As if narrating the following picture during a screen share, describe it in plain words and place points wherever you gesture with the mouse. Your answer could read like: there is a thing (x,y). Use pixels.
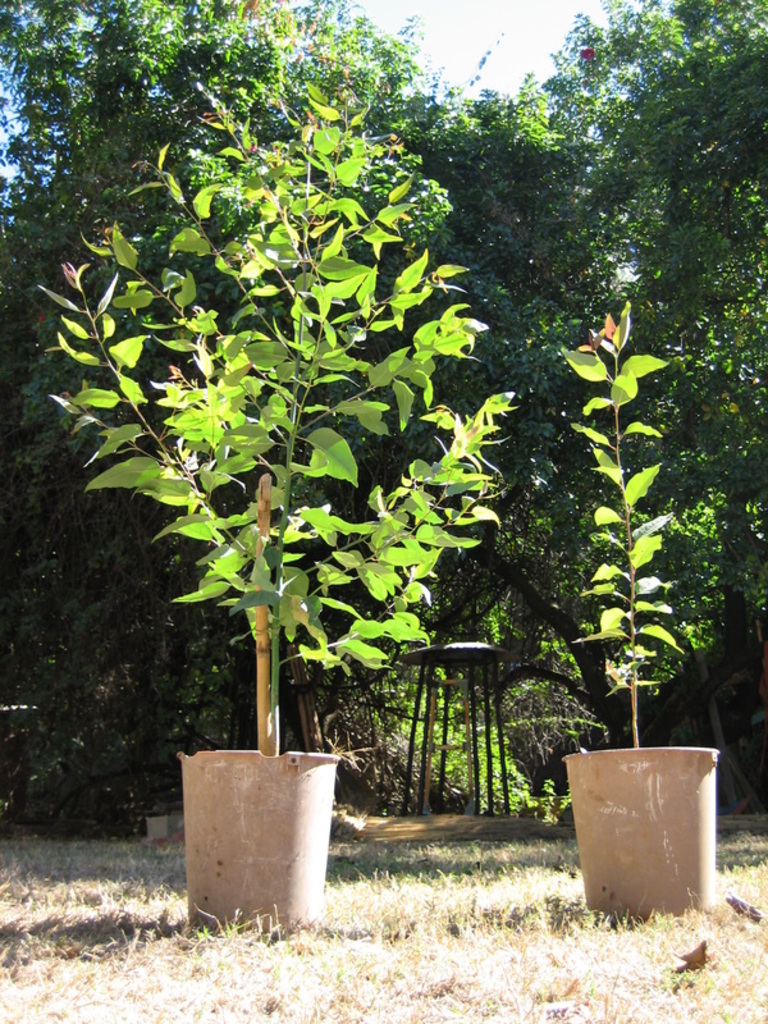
In this image, we can see the ground (187,976) with an object (409,776). We can see some grass (346,925). We can see some flower pots (632,767). There are a few trees (460,565) and we can see the sky (402,38).
